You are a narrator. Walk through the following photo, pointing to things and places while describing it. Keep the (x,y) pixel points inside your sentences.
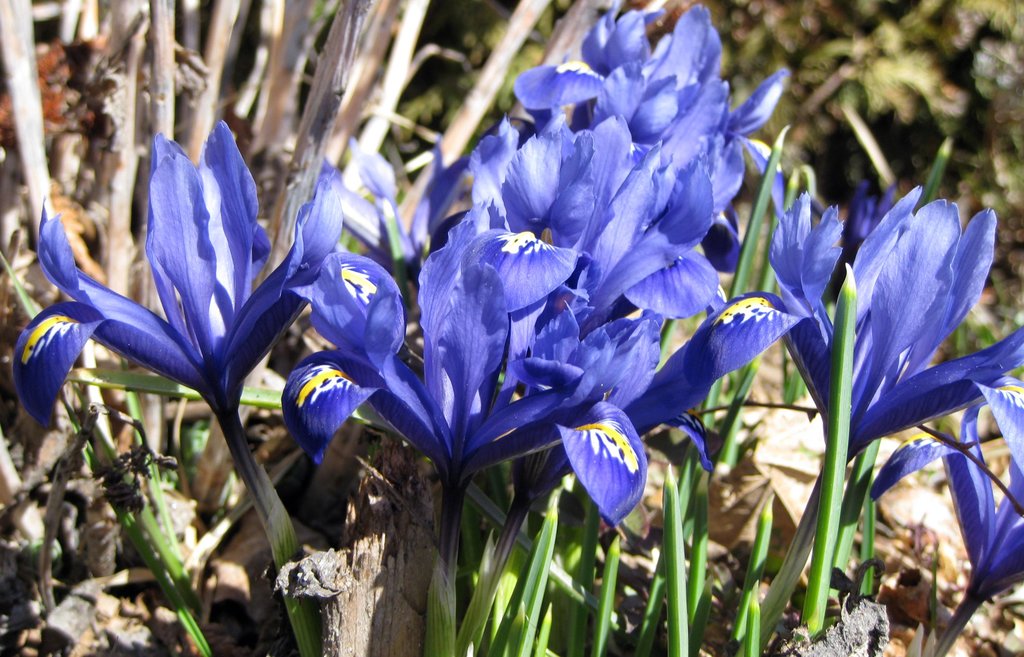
In this image in the front (400,256) there are flowers (545,337). In the background (853,48) there is greenery (815,75).
